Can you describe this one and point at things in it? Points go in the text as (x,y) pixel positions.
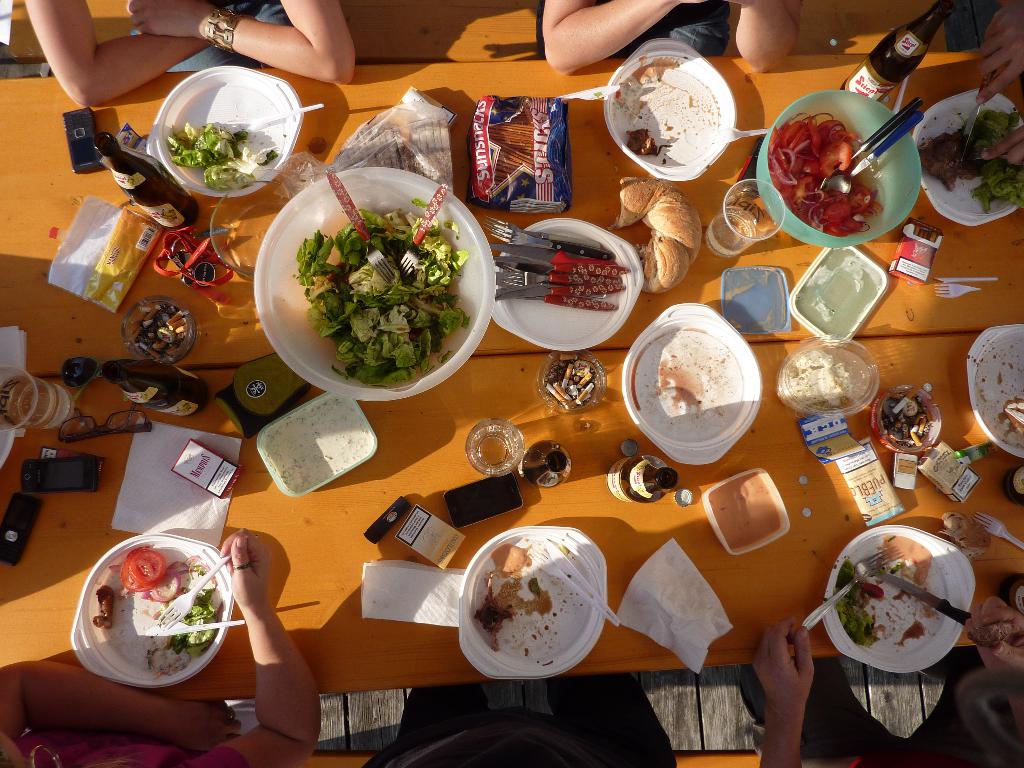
In this image we can see so many food items (968,163) are kept in bowl (286,285) and we can see bottles (623,464) and fork (586,295). around the table (33,580) people (312,16) are sitting.
